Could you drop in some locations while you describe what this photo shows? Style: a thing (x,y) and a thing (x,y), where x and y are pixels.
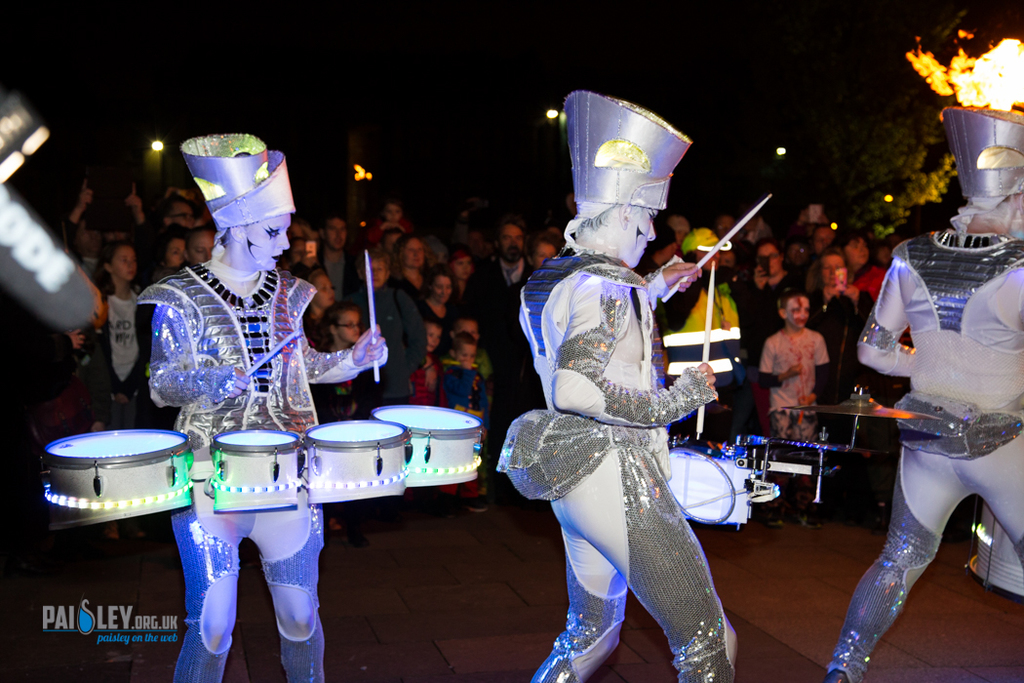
The picture shows some dancers (586,413) performing an activity with drums (225,470) with the matching costumes (223,343). In the background (442,257) there are some people (407,277) watching their performances on the ground (811,537).
